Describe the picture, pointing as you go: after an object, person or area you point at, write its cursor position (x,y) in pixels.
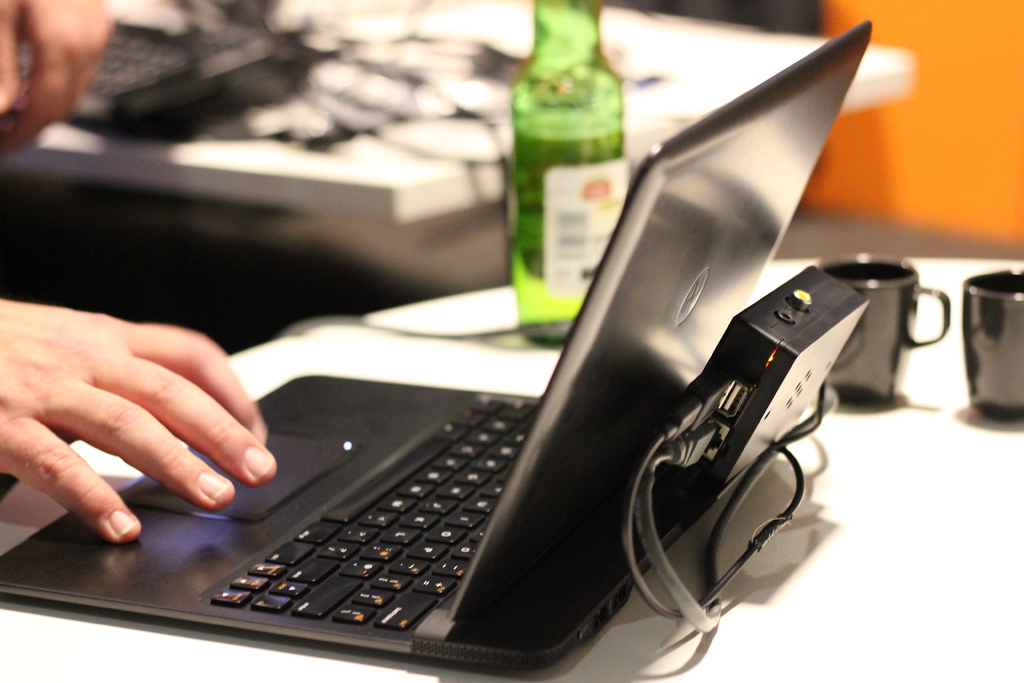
Here we can see laptop (535,557) on the table (341,330) and some bottle (609,149) on it, and some other objects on it.
